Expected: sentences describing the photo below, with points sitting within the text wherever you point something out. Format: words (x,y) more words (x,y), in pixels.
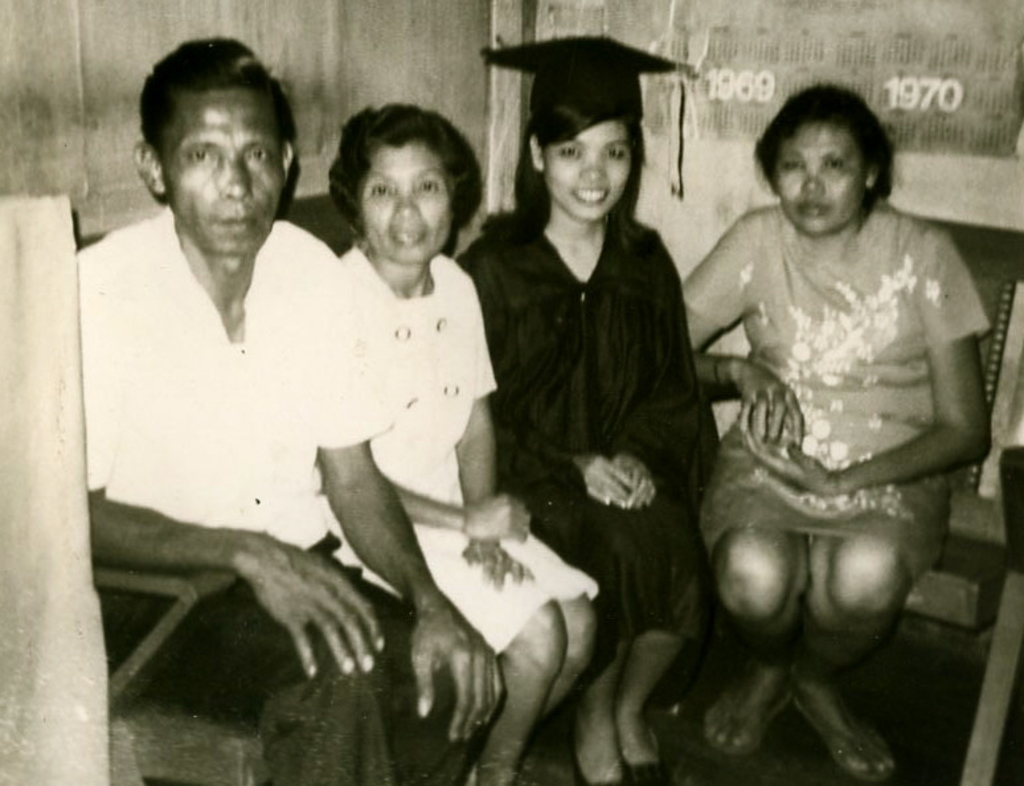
In this image I can see four persons (249,628) sitting on the chairs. One of the person (569,381) is wearing a convocation dress (654,286). In the background (676,43) I can see some numbers (947,50) on the wall (656,95). The image is in black and white color.
